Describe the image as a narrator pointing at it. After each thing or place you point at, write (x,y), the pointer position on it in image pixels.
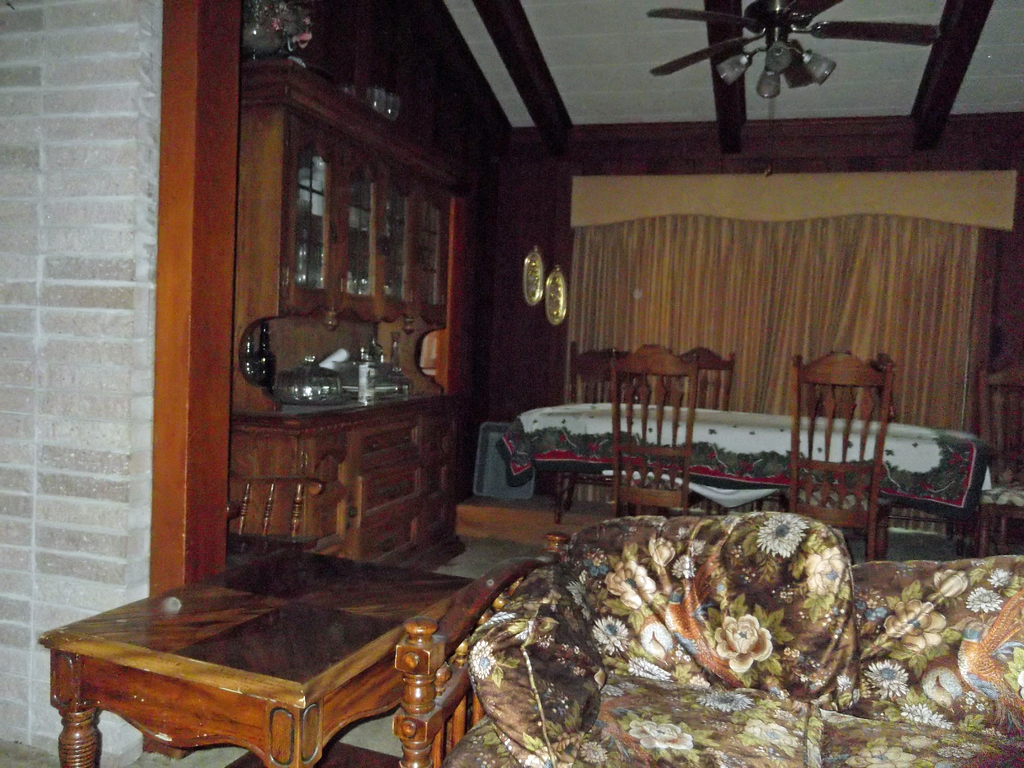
This picture shows the inner view of a building (846,71). There is one fan (804,69) with lights (809,66) attached to the ceiling (487,26), so many objects (276,28) are in the wooden cupboards (395,288), one big curtain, one table (235,685), some objects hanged on the wall (515,360), one dining table (782,437) covered with a table cloth (767,427), one sofa (510,741), so many chairs (617,491) around the dining table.
